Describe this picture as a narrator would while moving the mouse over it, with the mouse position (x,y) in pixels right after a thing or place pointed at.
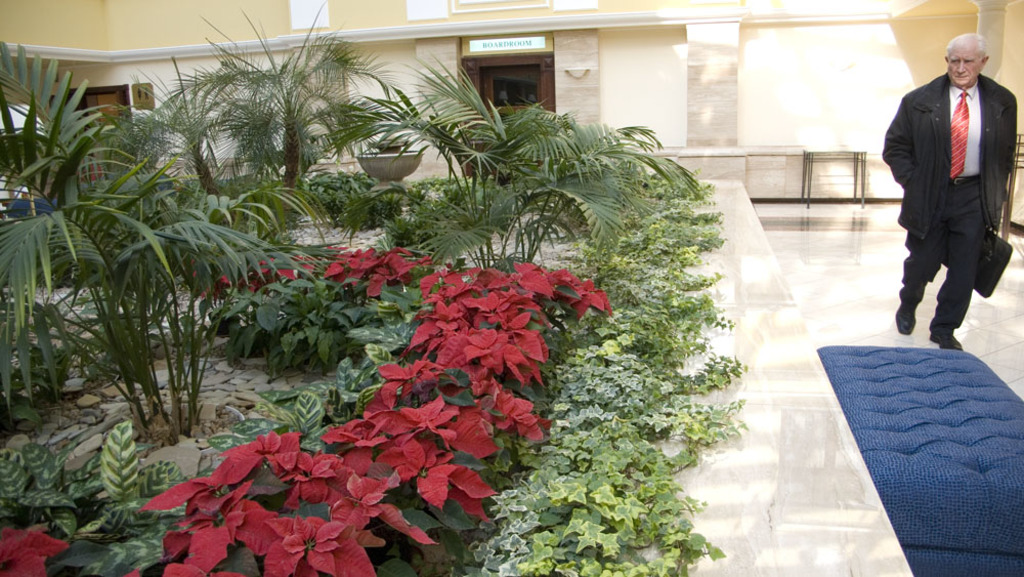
On the right of the image (921,146) there is a person (940,248) walking on the floor (935,289). On the left side of the image (263,275) there are few flower plants (492,501). In the background (470,32) there is a building (688,36).
